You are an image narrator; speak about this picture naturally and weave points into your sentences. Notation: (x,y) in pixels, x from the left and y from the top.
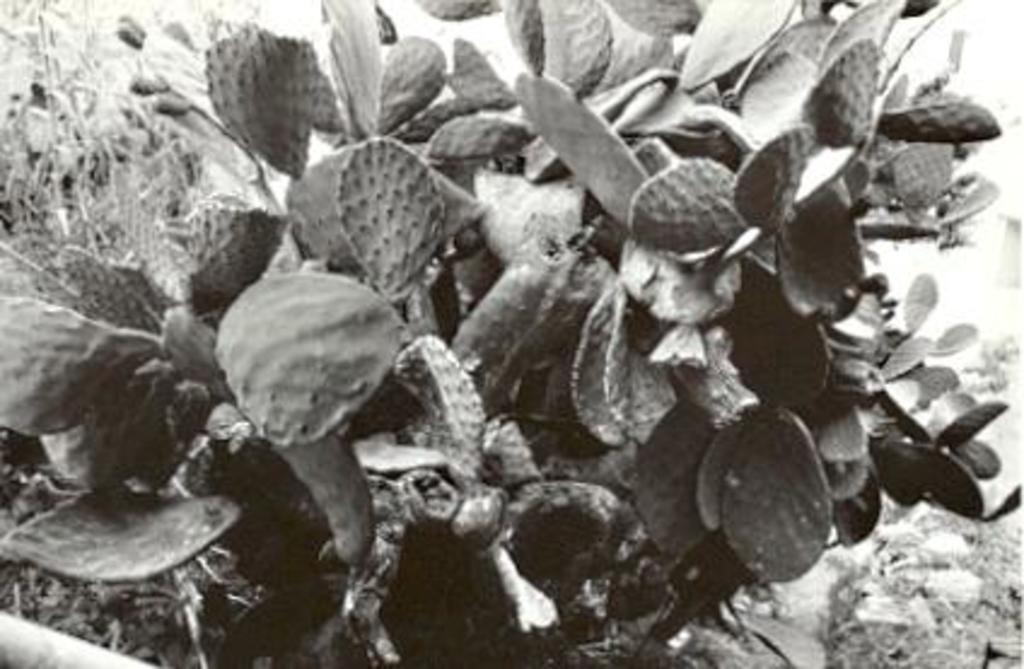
In this picture we can see a plant (933,124). On the bottom right corner (973,571) we can see stones (1010,585).
